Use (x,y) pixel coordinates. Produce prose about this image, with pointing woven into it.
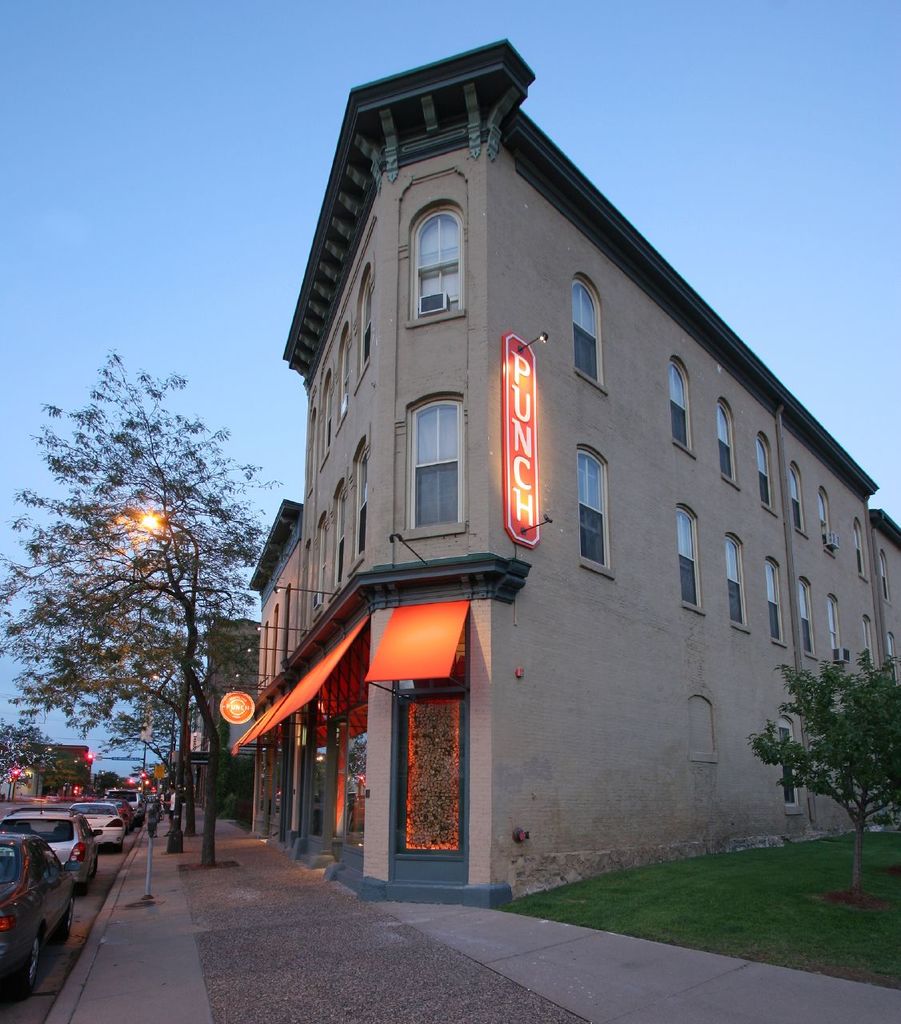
In this picture I can see the path (293,1002) in front (246,907) and right to it I see the grass (750,907) and in the middle of this picture (577,445) I see number of cars (52,854), trees (64,784) and buildings (435,534) and in the background (201,349) I see the sky (262,200) and I see few light poles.
